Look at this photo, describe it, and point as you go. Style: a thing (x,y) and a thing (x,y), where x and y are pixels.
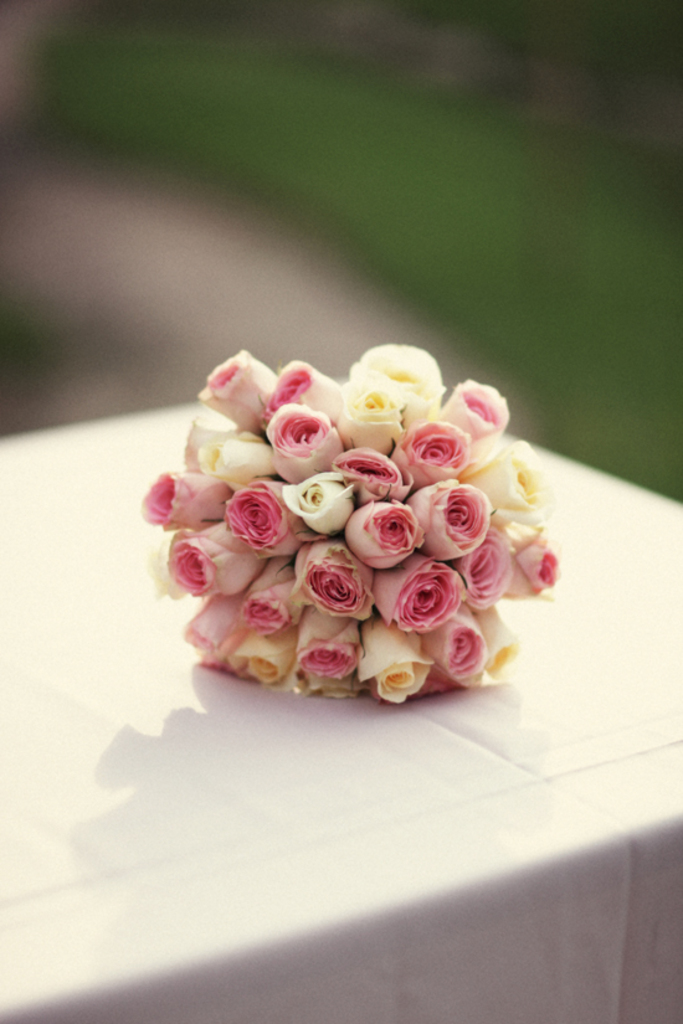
In this picture there are pink and yellow color roses (337,516) on the table (387,705) and the table (386,802) is covered with white color cloth (450,899). At the back (139,223) the picture is blurry.
